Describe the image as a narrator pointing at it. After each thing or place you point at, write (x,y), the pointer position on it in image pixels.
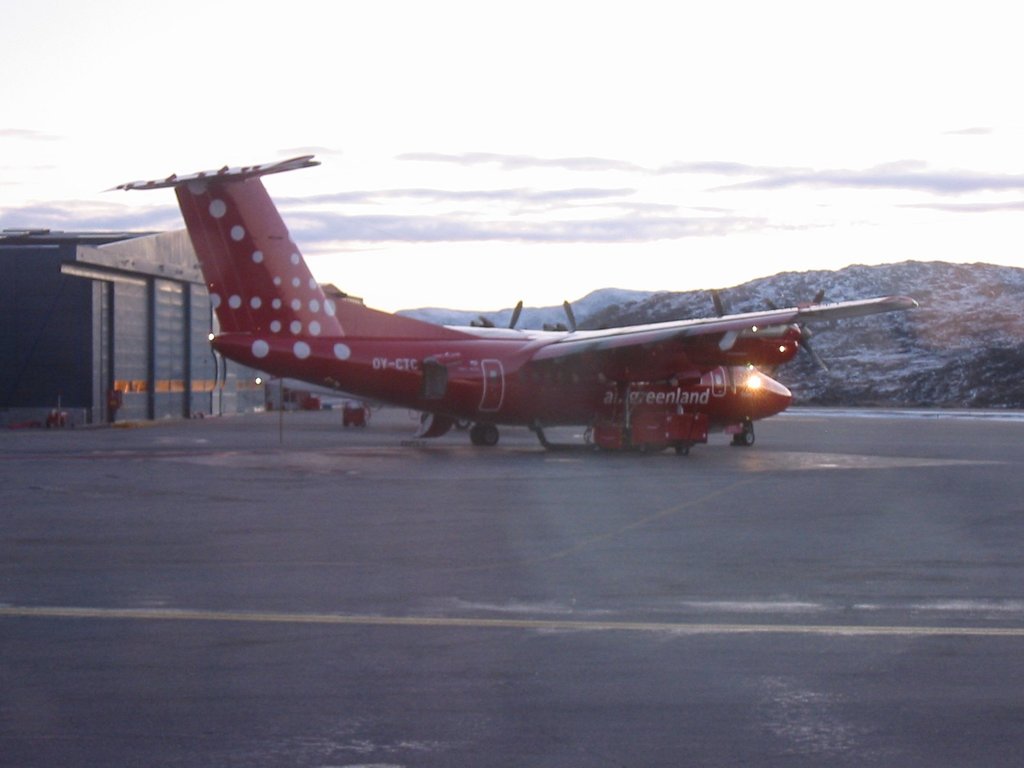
We can see airplane (551,363) on the road (416,470) and we can see shed (213,349). In the background (651,286) we can see hills (861,286) and sky (558,230) with clouds (560,196).
